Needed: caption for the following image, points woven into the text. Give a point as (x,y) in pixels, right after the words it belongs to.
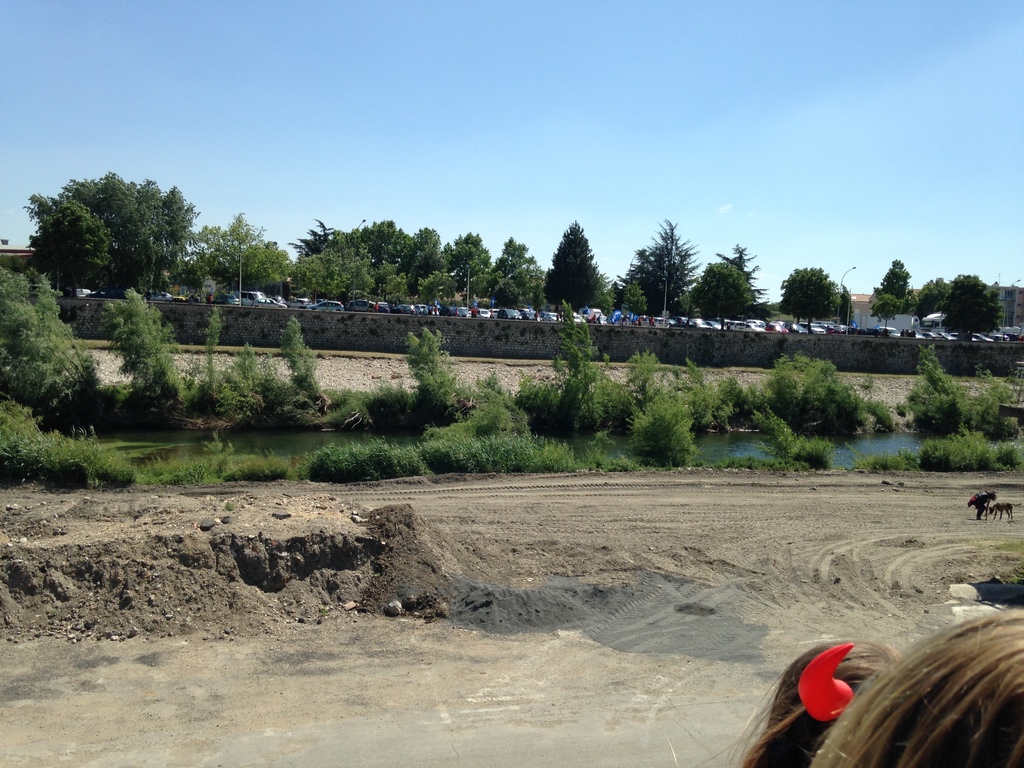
In this picture we can see few people (883,714) and trees (645,407), in the background (611,443) we can find few animals (1007,513), water (846,443), vehicles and houses (901,310).
